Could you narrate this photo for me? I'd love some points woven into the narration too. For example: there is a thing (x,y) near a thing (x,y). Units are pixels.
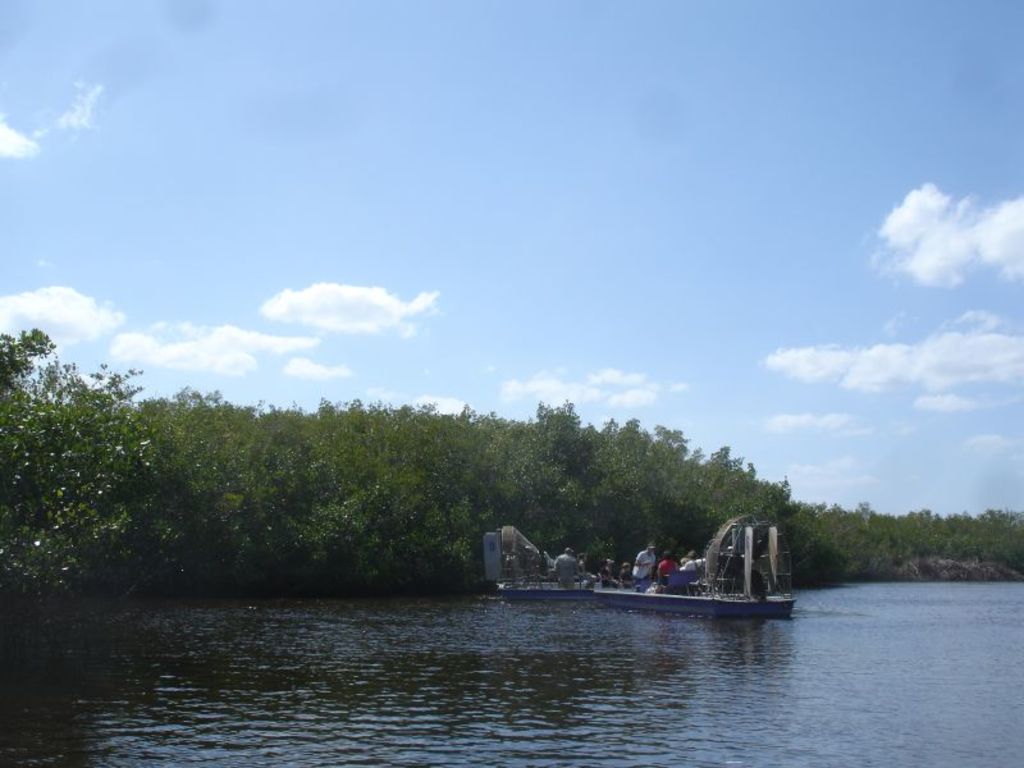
This picture is clicked outside the city. In the center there is a boat (514,590) in the water body (469,649) containing some persons (595,578). In the background (177,223) we can see the sky (898,208), plants (726,503) and trees (225,473).
